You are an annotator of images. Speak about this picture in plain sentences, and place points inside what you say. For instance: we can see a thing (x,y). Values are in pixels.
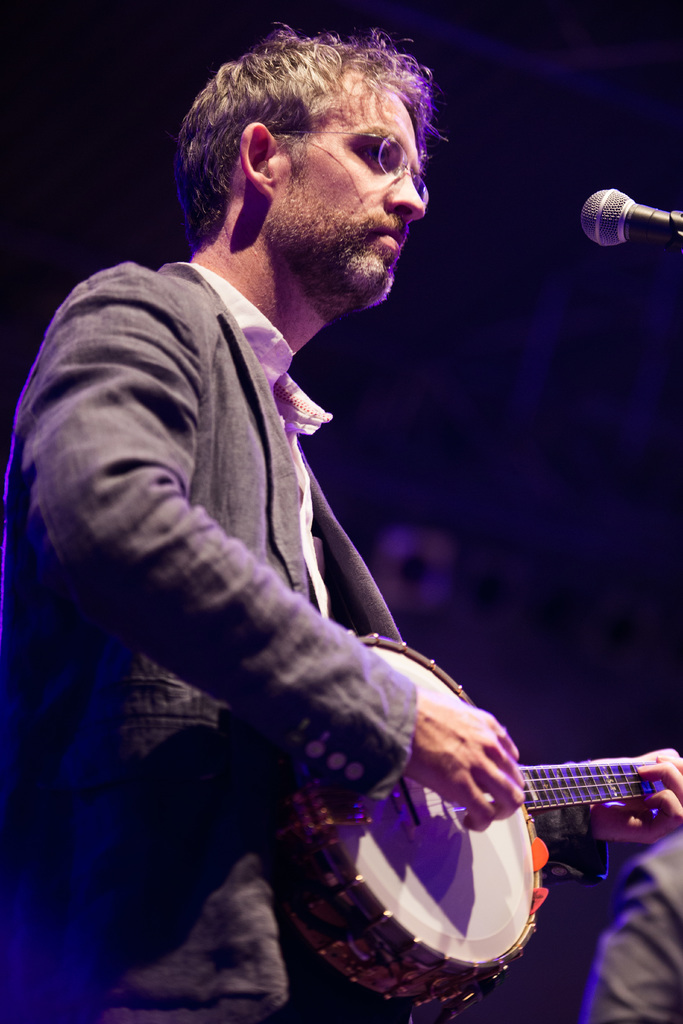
Here we can see a man (318,480) playing musical instrument (443,829). On the right side (655,237) we can see a mic (638,232) and a person (613,961). In the background (440,573) the image is blur.
